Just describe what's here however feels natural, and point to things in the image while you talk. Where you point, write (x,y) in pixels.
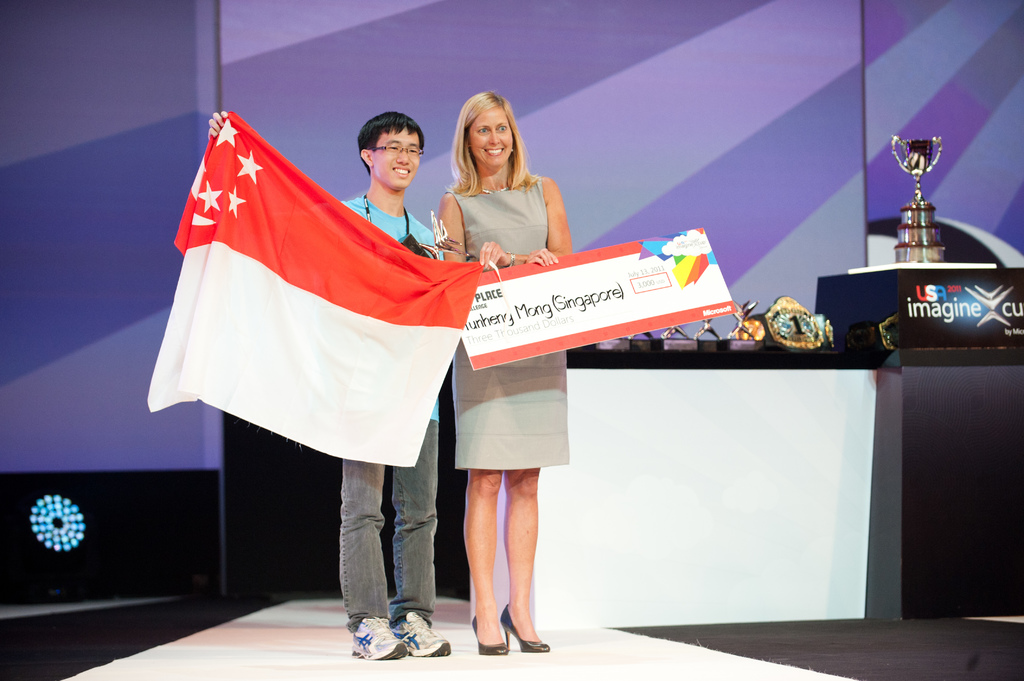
In the center of the picture (537,428) there is a man (399,183) and a woman (518,204). The man (403,170) is holding a flag (409,340). The woman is holding a check board (544,284). Towards right (786,327) there are trophies (790,330) and desks (781,423). In the background (374,99) we can see screens (422,45).
